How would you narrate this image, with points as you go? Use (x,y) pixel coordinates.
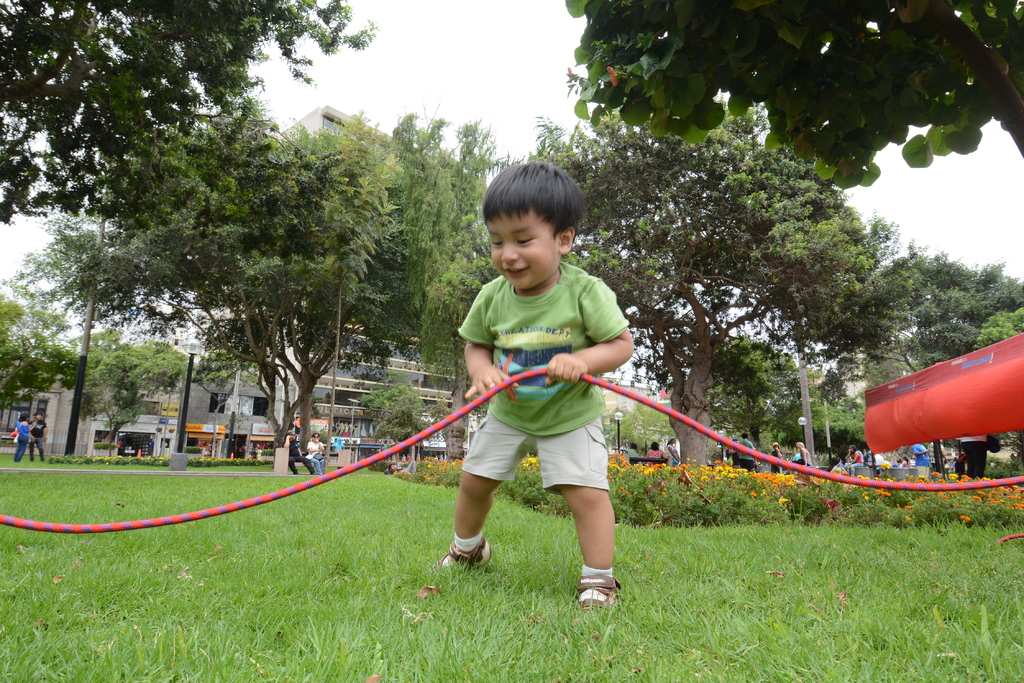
In this picture we can see a kid (550,181) holding a rope (376,453). And here two people (42,452) are standing and here these two people (312,448) are sitting. And even we can observe some group of people (657,445) are sitting here. And these are the plants (733,488) having flowers (737,475). And on the background (315,126) there is a building (329,126). These are the trees (336,240). And there is a pole (82,365). And on the background (465,88) there is a sky (461,57).
